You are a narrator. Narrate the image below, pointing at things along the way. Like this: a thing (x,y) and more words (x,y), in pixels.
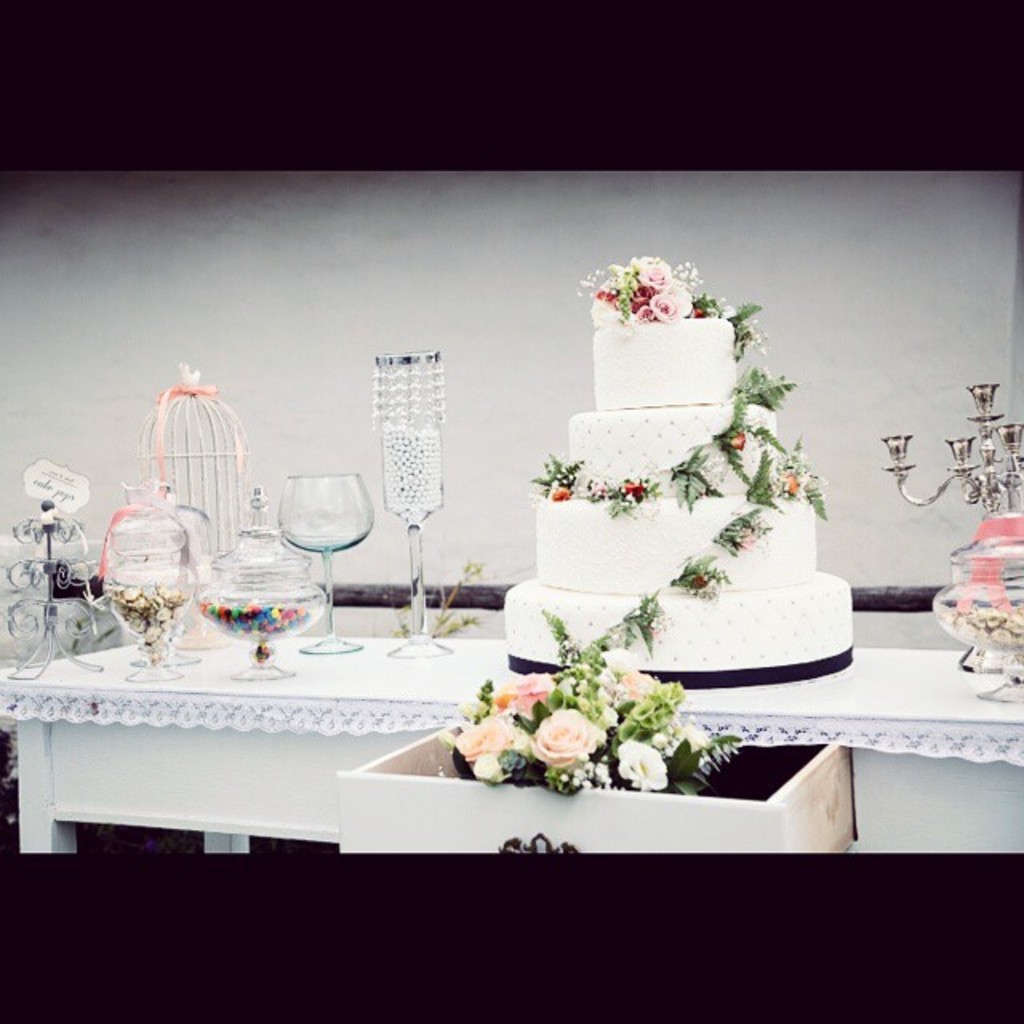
There is a table (289,679) and in this table (648,796) there is a drawer (723,807). Inside the drawer (738,804) there is a bouquet of flower (615,718). On the table (924,696) there is a cake (689,545) decorated with flowers (650,489) and leaves (696,464). There are wine glasses (356,536) some other items (265,572) and gifts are kept on the table (895,652). There is a candle stand (963,476) also on the table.
